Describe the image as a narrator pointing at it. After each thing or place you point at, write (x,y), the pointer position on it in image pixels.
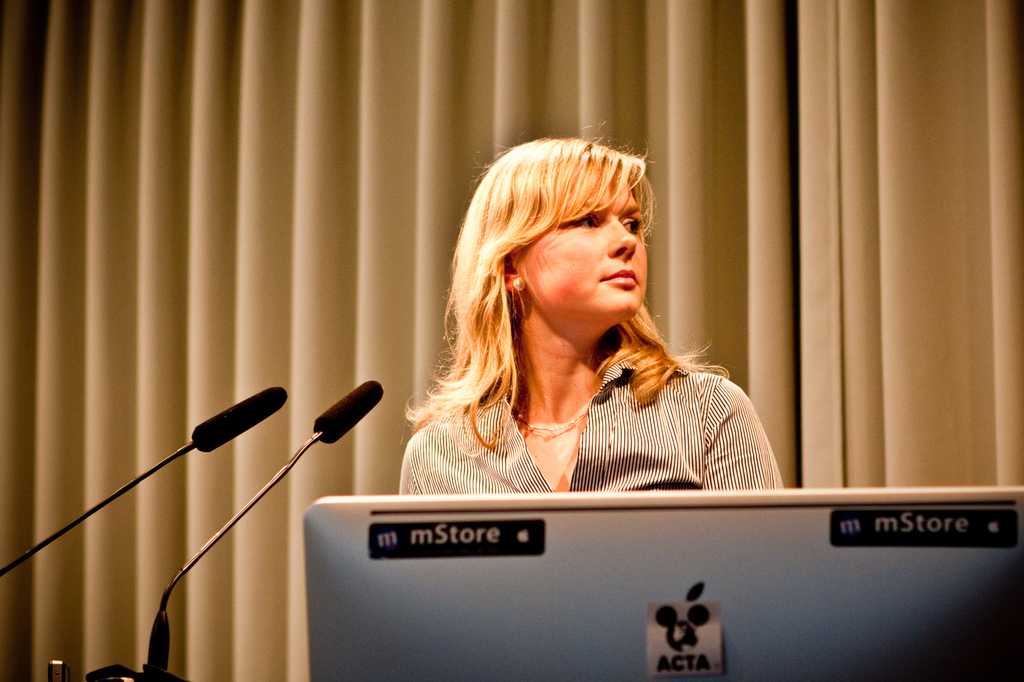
In this image we can see a woman (611,417) and mike's (272,403). On the backside (214,369) we can see a curtain (385,207).
